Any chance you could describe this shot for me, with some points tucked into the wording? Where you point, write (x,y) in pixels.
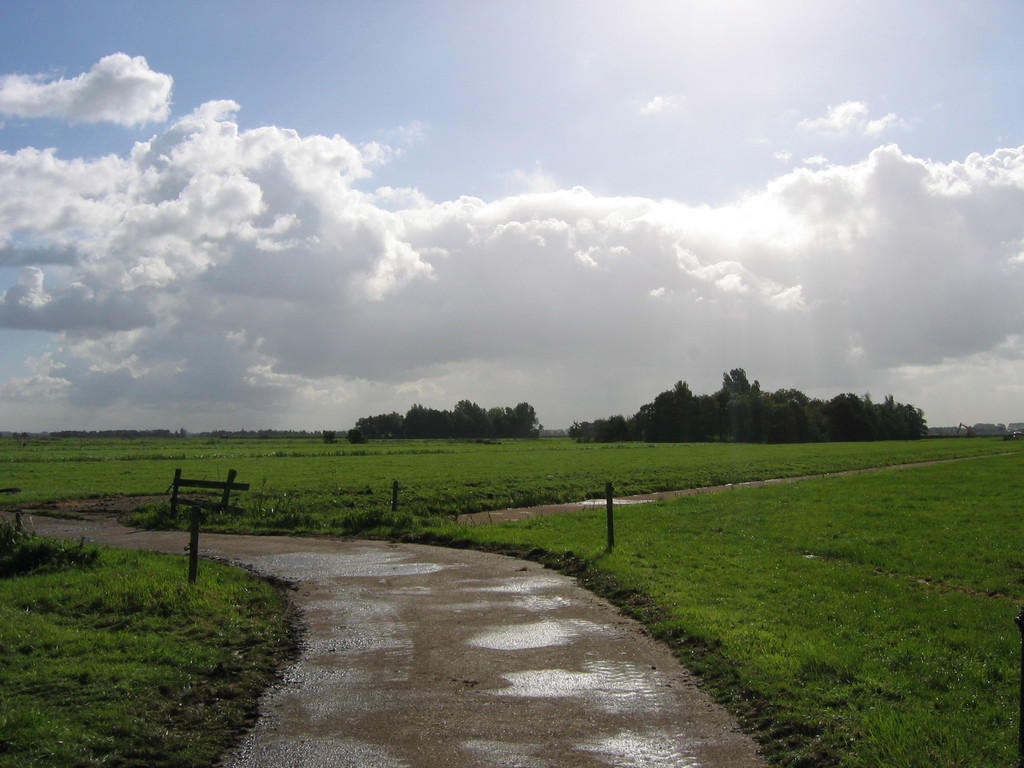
In this picture there are trees (742,381) and there are wooden poles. At the top (384,92) there is sky (469,147) and there are clouds (582,253) At the bottom (512,715) there is grass (89,635) and there is a pavement (426,626).
